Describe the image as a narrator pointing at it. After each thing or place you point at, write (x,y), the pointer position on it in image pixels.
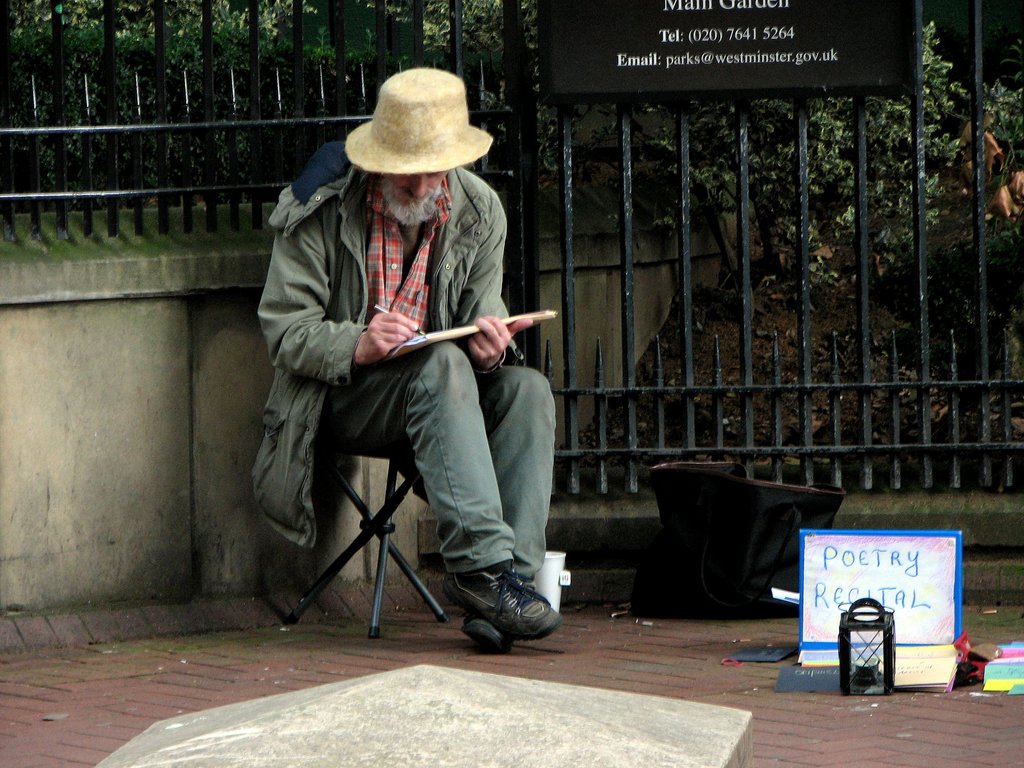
In this image there is a man (482,428) sitting on chair (364,510), behind him there is a fencing (747,198), in the background (895,129) there are trees (317,67).
